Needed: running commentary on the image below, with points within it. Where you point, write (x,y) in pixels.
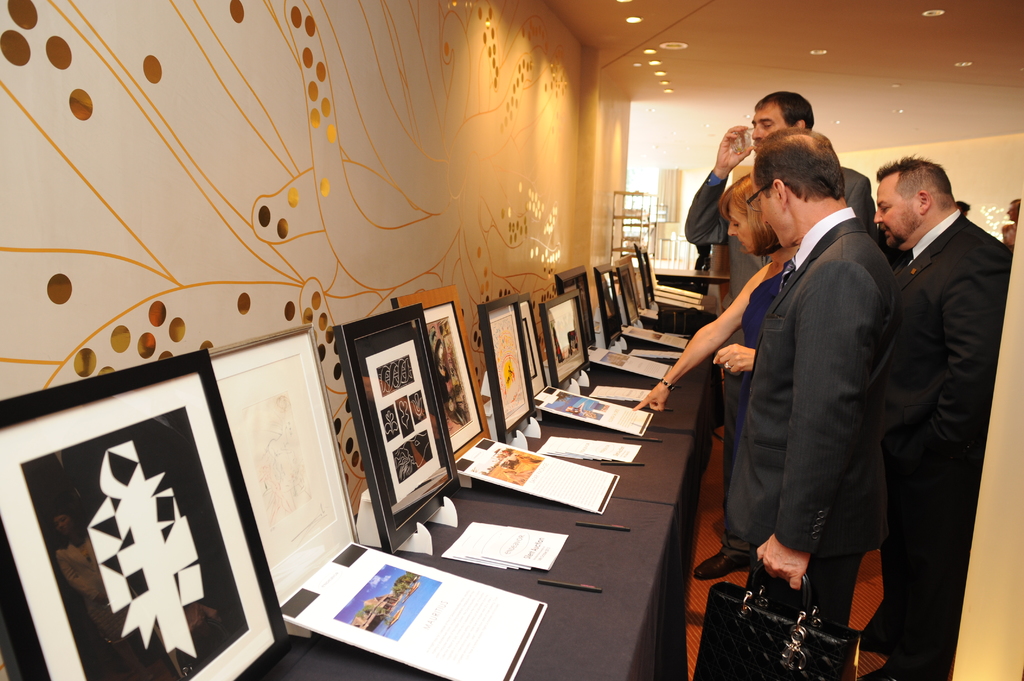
These persons (793,242) are standing in-front of this table (591,425). This man (791,389) is holding a bag (764,595) and wore suit (805,405). On this table (531,529) there are photos (420,581) and cards (537,487).
